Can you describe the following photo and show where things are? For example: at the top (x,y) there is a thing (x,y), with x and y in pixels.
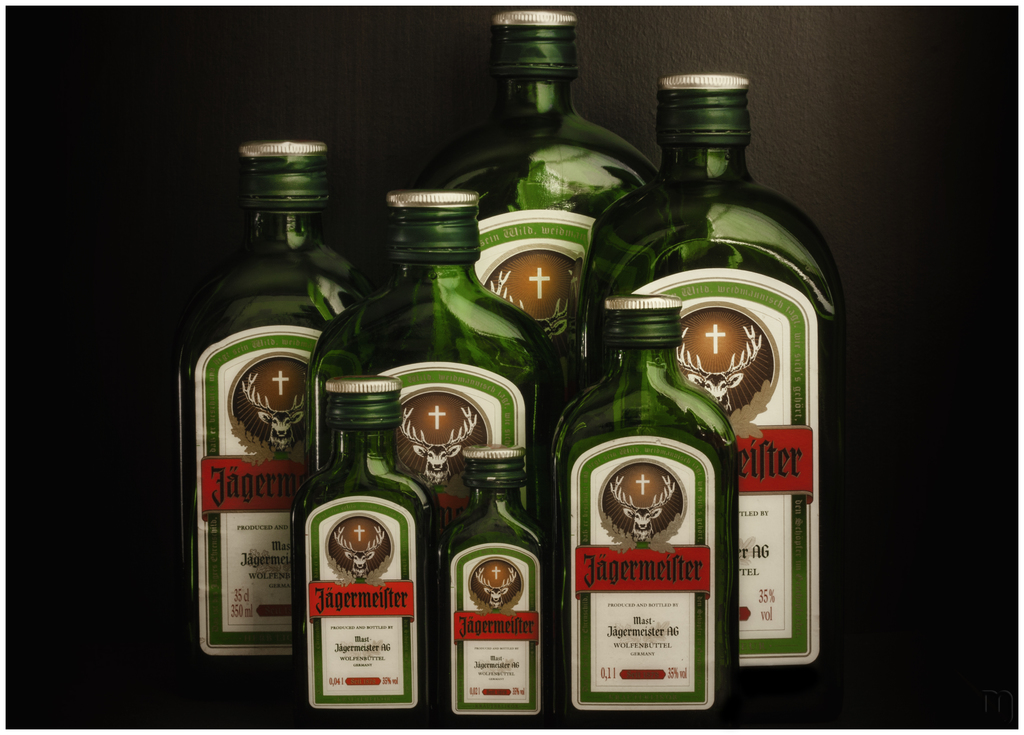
The image consists of seven green color bottles (448,470) which are of different shapes but the color is same, they are sealed bottles (512,240), in the background (263,126) is a black color wall (124,377).
